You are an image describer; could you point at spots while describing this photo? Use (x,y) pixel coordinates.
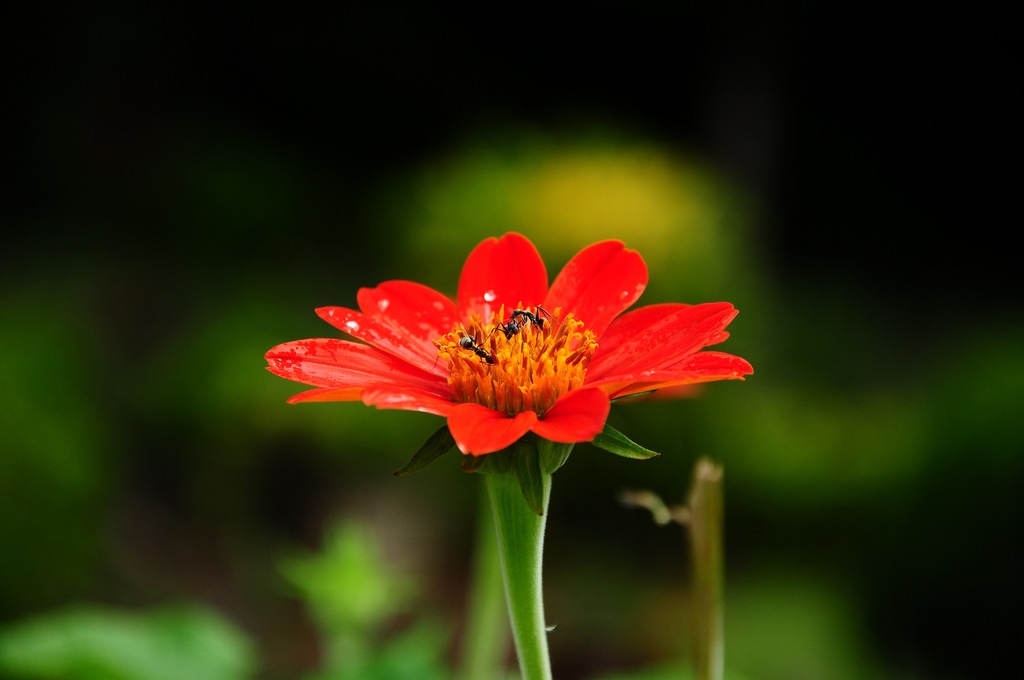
In this image there is a red flower (525,408). On it there are three ants (506,326). In the background (409,174) there are plants (816,503). The background (399,588) is blurry.
